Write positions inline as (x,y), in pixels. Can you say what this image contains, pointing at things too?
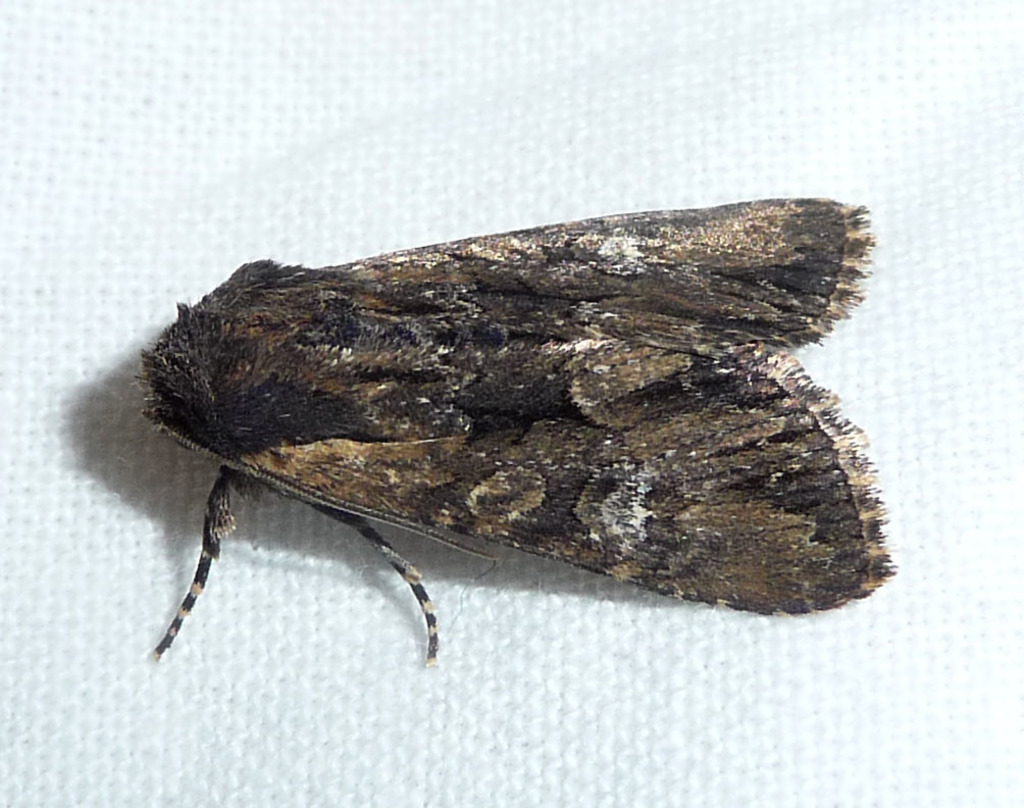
In the middle of the image (442,391) there is a moth (428,433) on the white cloth (549,662).
